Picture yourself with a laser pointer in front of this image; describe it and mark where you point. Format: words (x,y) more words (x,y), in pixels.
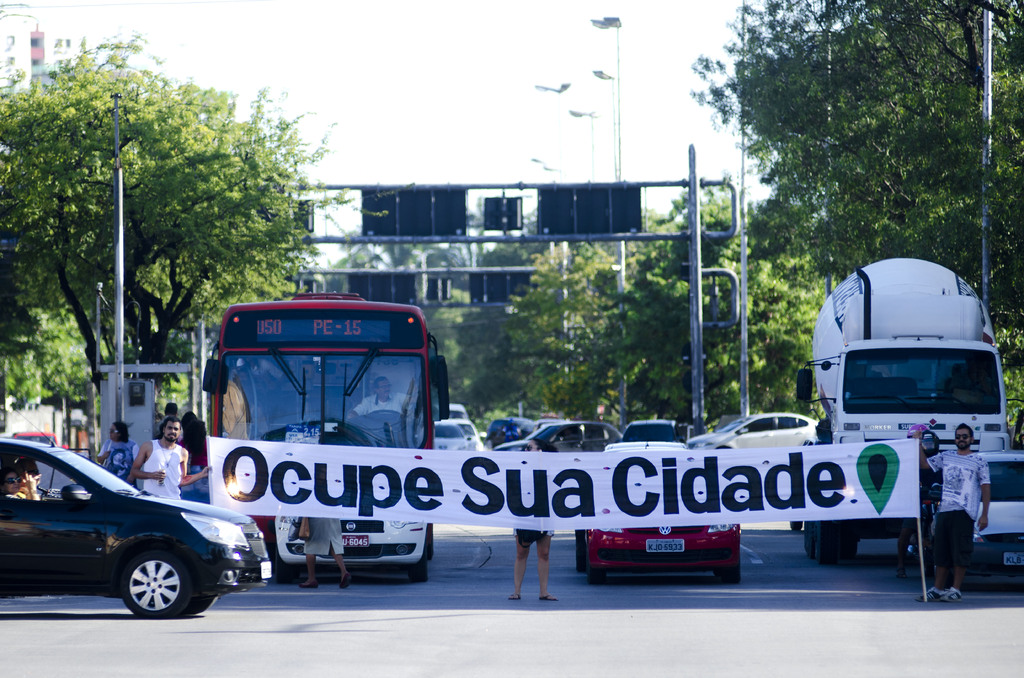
In the foreground of the picture (77,490) there are people (22,490), banner (289,515), road (889,619) and car (76,537). In the center of the picture (666,397) there are vehicles (590,434), trees (496,264), poles (121,418), hoarding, people (121,444), road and other objects (153,379). In the background (544,90) there are street lights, trees (448,260), hoarding (463,211) and sky (497,121).
